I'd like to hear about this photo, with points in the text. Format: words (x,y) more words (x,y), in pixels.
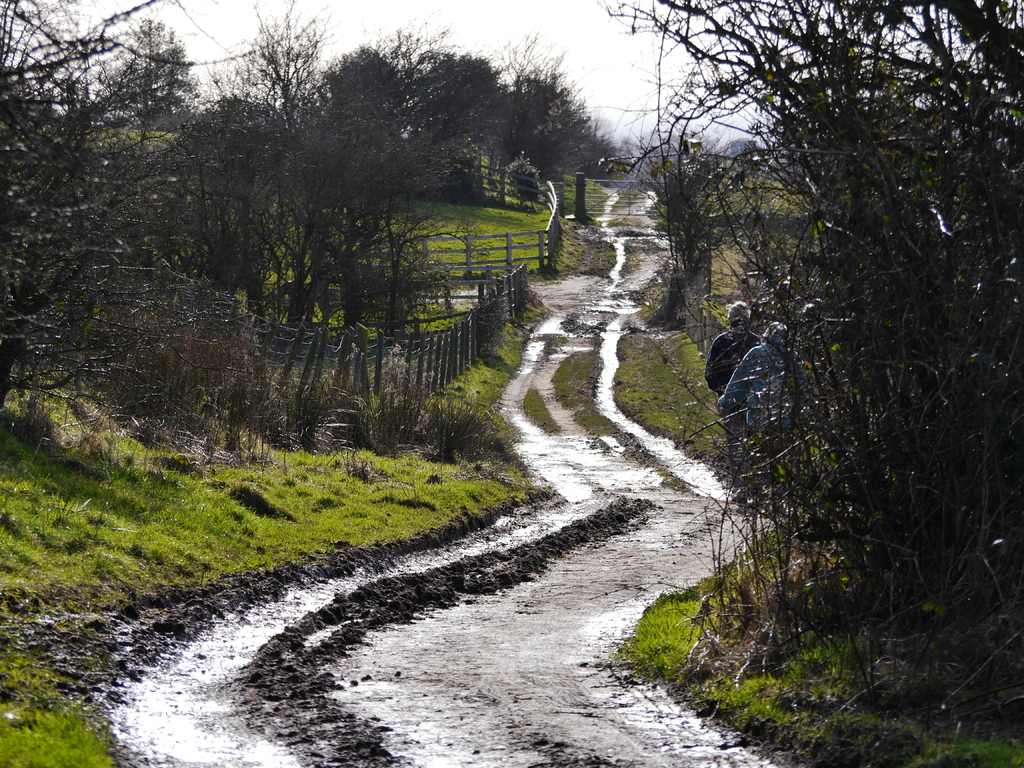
In this image, we can see there is a wet road (564,409). On both sides of this road (548,512), there are trees (514,84) and grass (544,215) on the ground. On the left side (307,361), there are two fences (471,286). On the right side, there are two persons (746,462). In the background (214,6), there are clouds (230,11) in the sky (195,33).
